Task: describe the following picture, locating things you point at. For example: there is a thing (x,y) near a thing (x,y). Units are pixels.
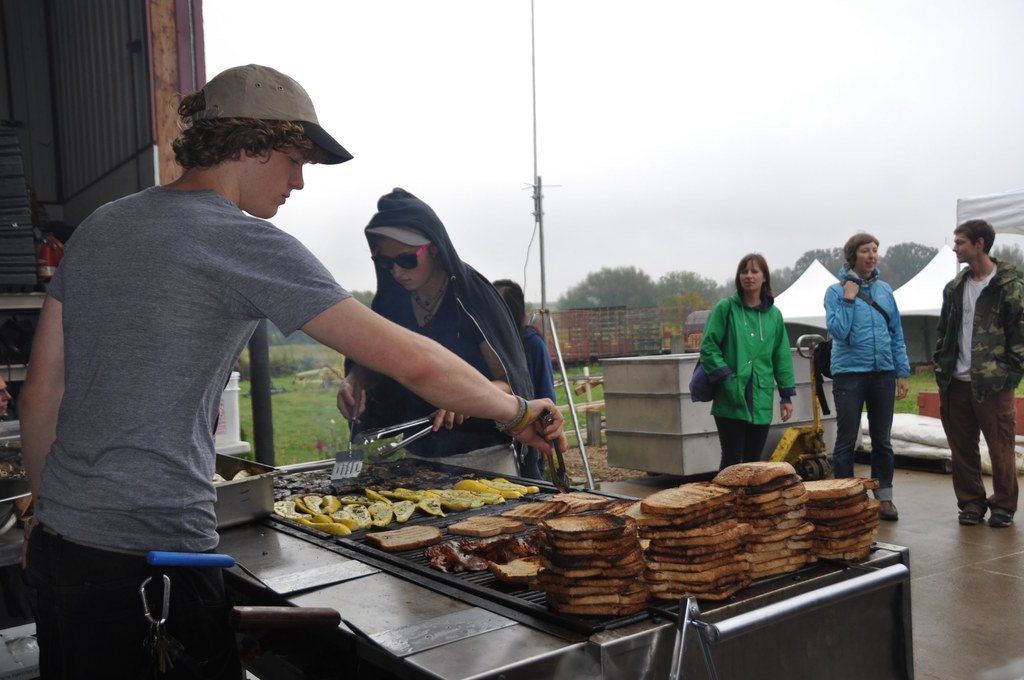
In this picture we can see some people (457,357) are standing, a person (222,382) on the left side (222,384) is holding tongs (546,425), there is a grill stand (661,631) in front of him, we can see some food (547,559) on grill stand (355,490), in the background (565,395) we can see grass (577,388), plants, trees (604,300), a pole (542,245) and two tents (900,303), there is the sky (777,81) at the top of the picture (698,68).
